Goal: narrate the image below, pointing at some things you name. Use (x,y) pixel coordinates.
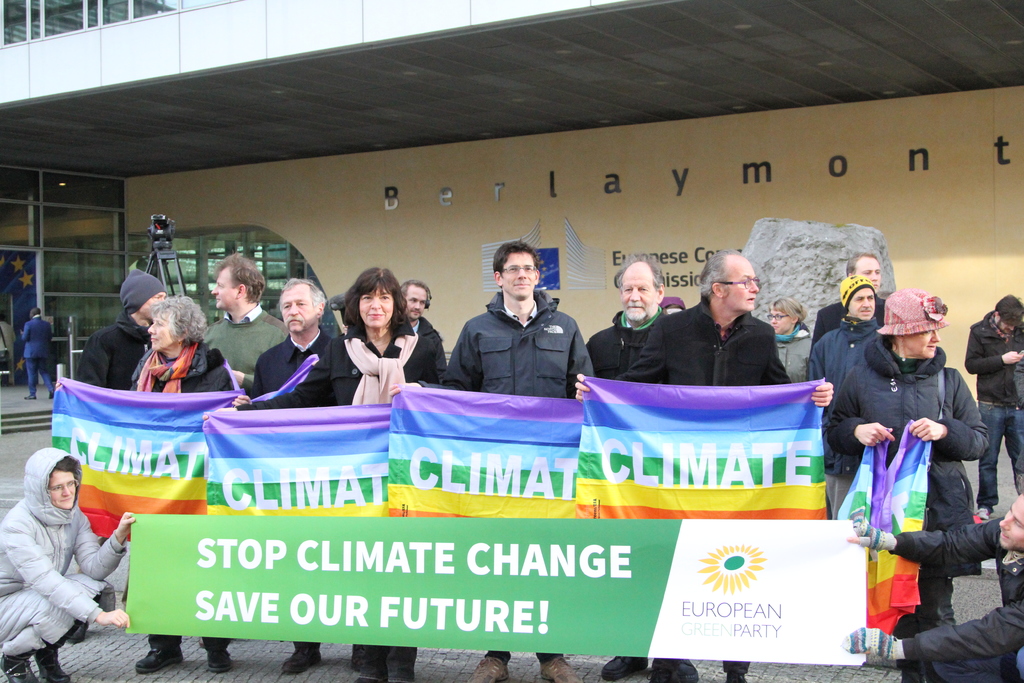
These people (461,363) are standing and holding banners (915,522) and these two people (1007,594) sitting and holding board (393,534). Background (680,233) we can see people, wall (168,199), tripod (158,242) and flag (6,267).
